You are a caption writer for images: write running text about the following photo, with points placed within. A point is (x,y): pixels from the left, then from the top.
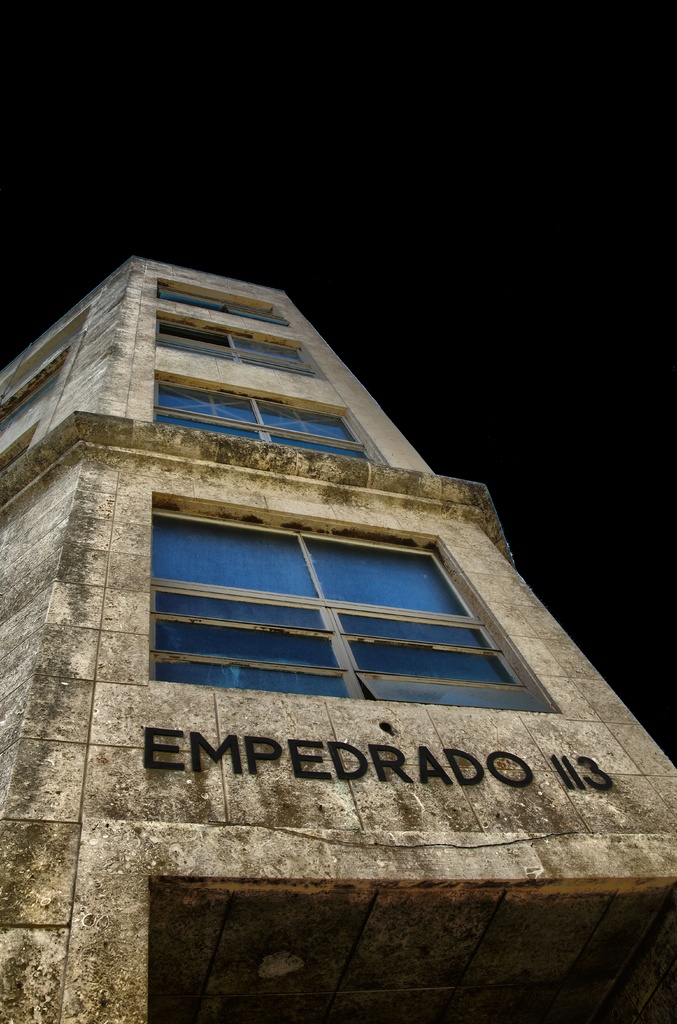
In this image I can see a building (340,436) and I can see a text (333,755) and the background (616,125) is very dark.
